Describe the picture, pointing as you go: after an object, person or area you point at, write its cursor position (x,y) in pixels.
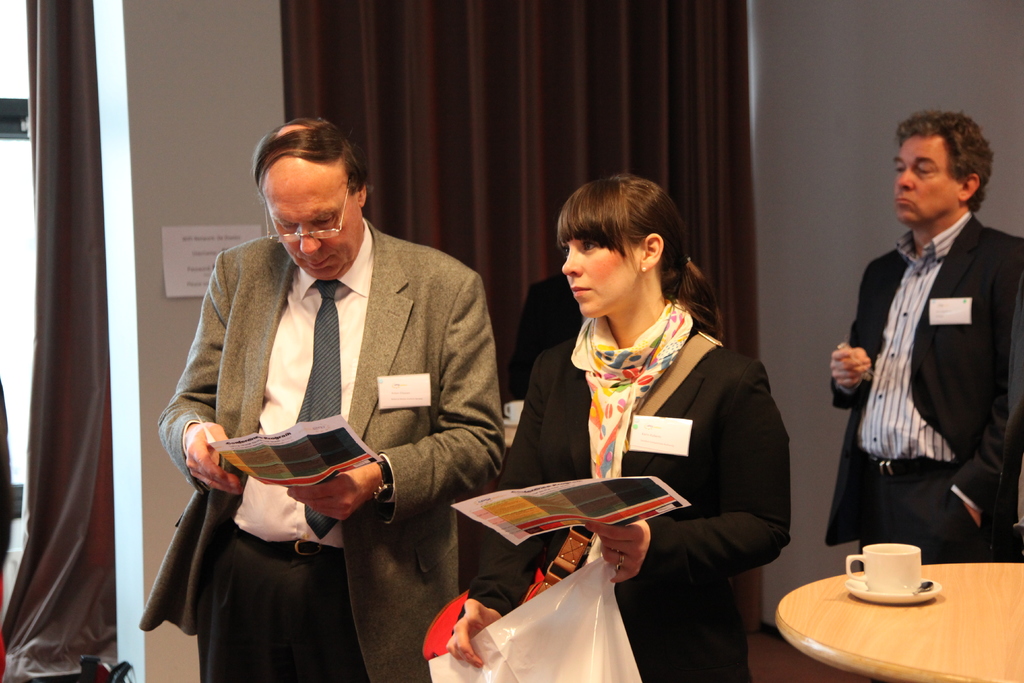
In the center of the image (466,406) we can see persons (664,479) standing on the floor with papers (568,505). In the background (180,80) we can see wall (169,94), curtains (106,475), persons (983,245). On the right side of the image (1019,314) we can see person (888,423), table (834,585), cup (873,571) and saucer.
